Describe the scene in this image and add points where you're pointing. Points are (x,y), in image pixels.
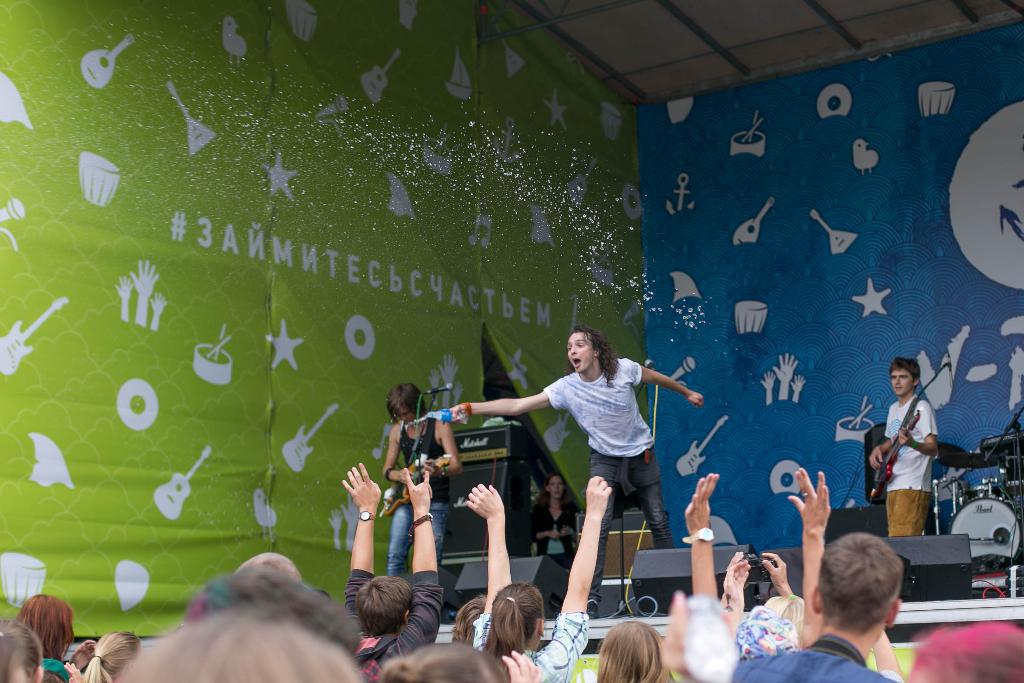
In the image we can see there are people (419,444) standing on the stage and behind there are others (900,461) playing musical instruments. There are spectators (249,599) watching the people (611,474) standing on the stage (1013,613).
